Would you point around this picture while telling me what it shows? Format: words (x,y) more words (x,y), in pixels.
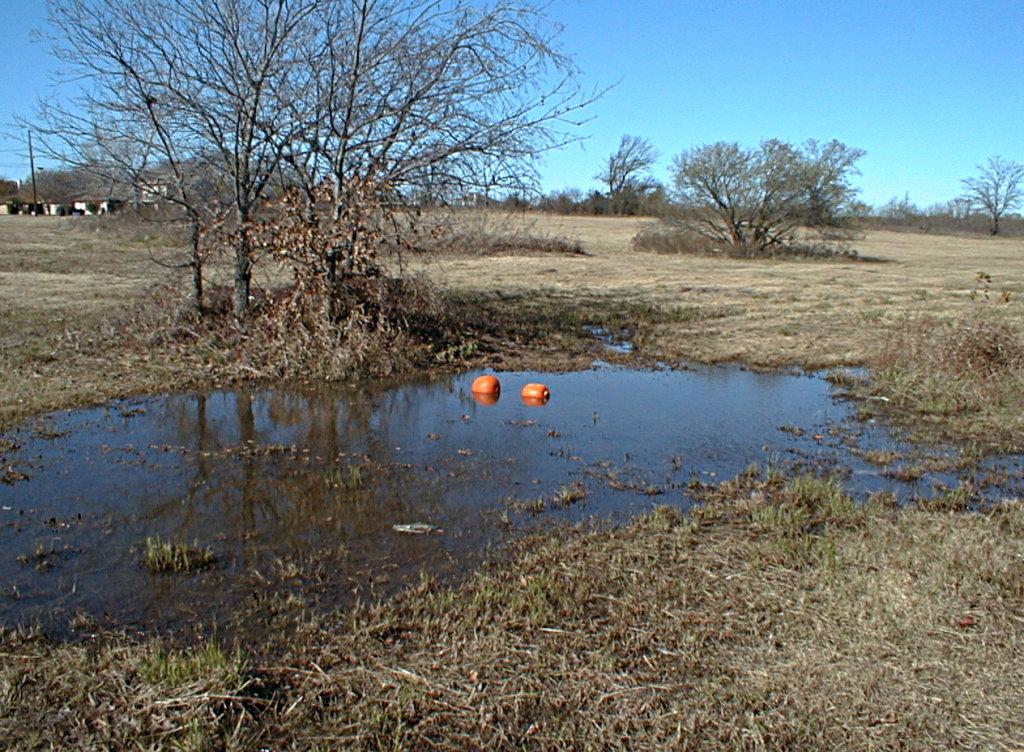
In the image there is a small water surface (388,416) and around that there are many dry trees (576,202) and dry grass (337,682).
